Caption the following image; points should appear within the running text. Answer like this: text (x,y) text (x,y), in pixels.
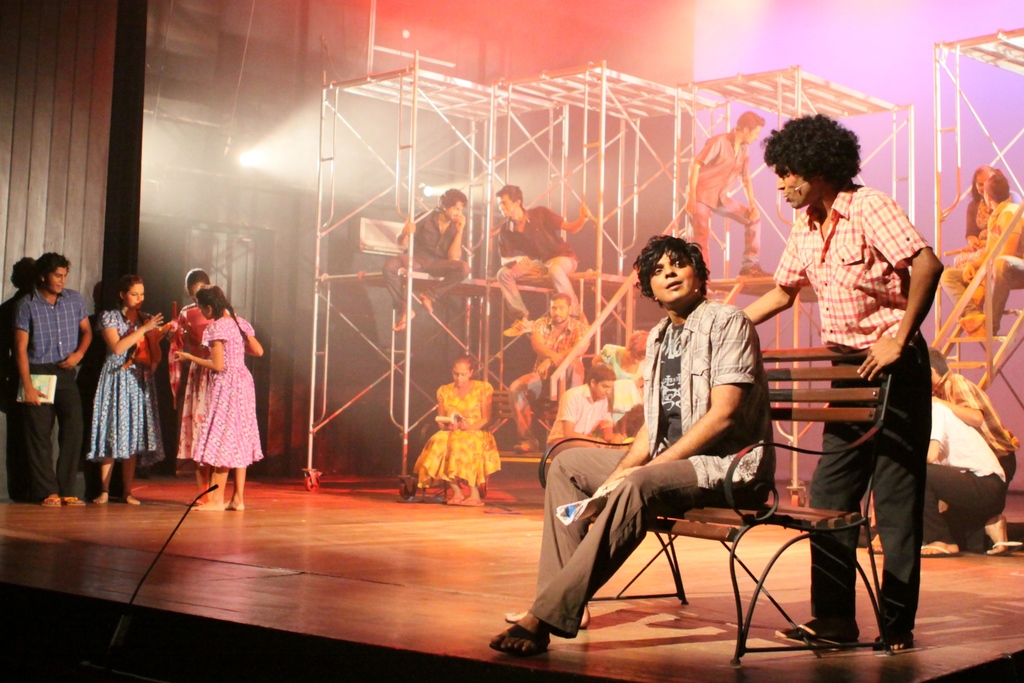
In this picture we can see a man (689,448) is sitting on a bench (706,511) in the front (722,437), there are some people (211,338) standing on the left side (209,379), in the background (458,368) there are some people (727,197) sitting, this man (604,503) is holding papers (605,490), we can also see lights (268,155) in the background (249,162), on the right side (858,358) there is a man (830,329) standing.
